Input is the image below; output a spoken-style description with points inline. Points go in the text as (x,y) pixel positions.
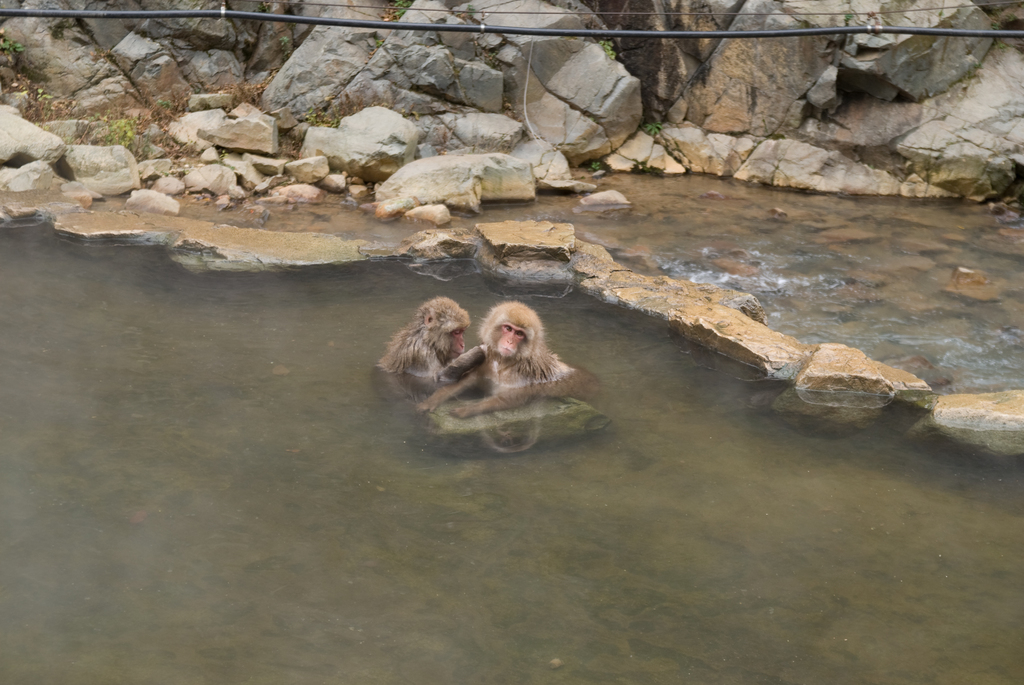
In the center of the image (424,400) we can see two monkeys (528,358) swimming in the water (328,459). In the background (369,173) there are rocks (355,83). At the top (565,29) we can see a wire (489,28).
